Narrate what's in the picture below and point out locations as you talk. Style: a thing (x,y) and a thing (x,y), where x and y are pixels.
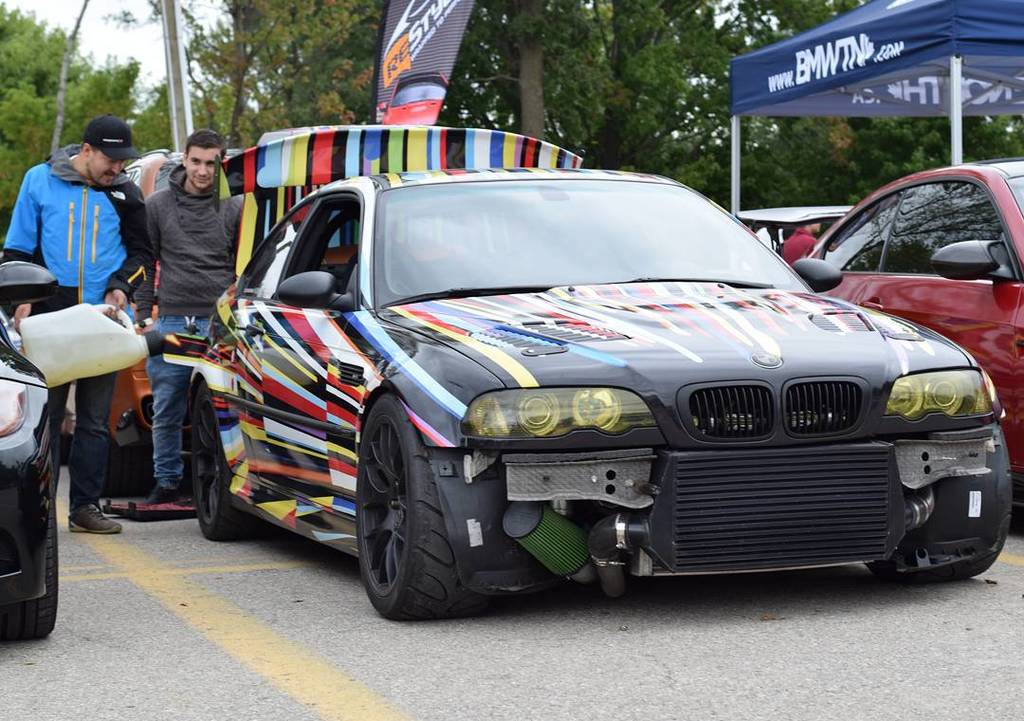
In this image I can see the vehicles (709,440) on the road (661,684). I can see few people (175,370) to the side and these people (193,264) with different color dresses (184,288). To the right (849,94) I can see the tent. In the background (843,146) I can see the board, many trees (52,121) and the sky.
